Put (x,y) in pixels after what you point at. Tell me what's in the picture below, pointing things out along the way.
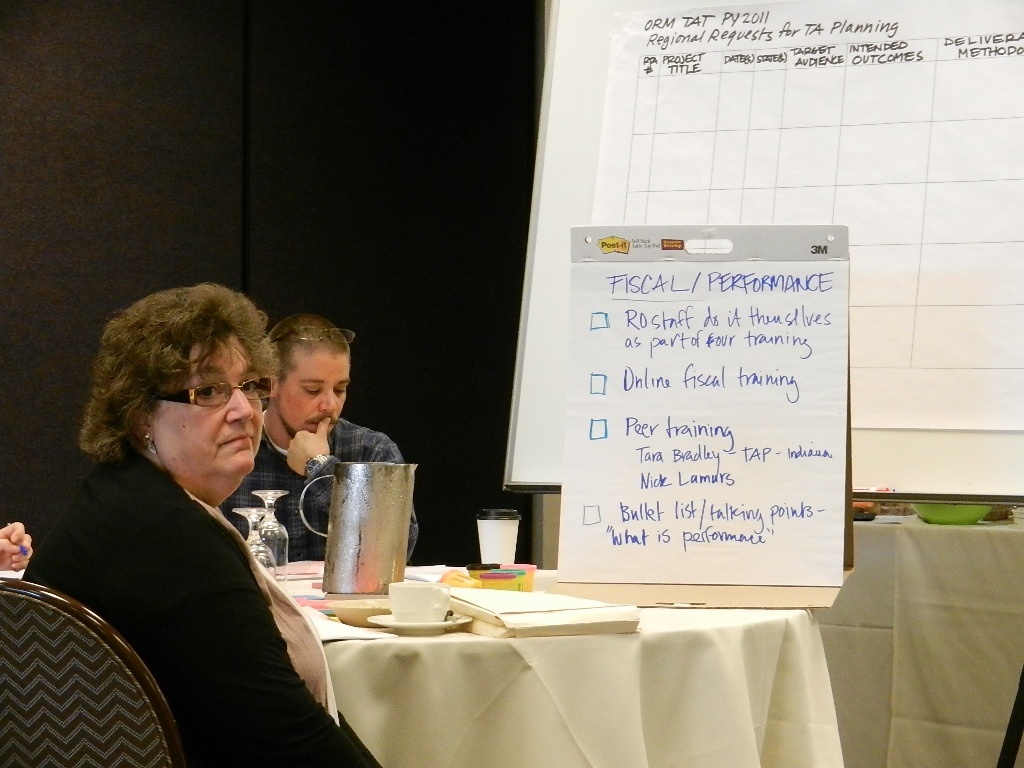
This is a picture taken in a room (362,426), there are the two people (169,467) sitting on a chair (83,609) in front of the people (159,540) there is a table (472,669) covered with white cloth (517,715) on the table (451,698) there is a cup (420,611), saucer (391,623), book (482,613), jar (373,572), glass (278,523) and a board (685,399). Background of this people (290,504) is a white board (628,112) and a wall (248,107) which is in a black color.
